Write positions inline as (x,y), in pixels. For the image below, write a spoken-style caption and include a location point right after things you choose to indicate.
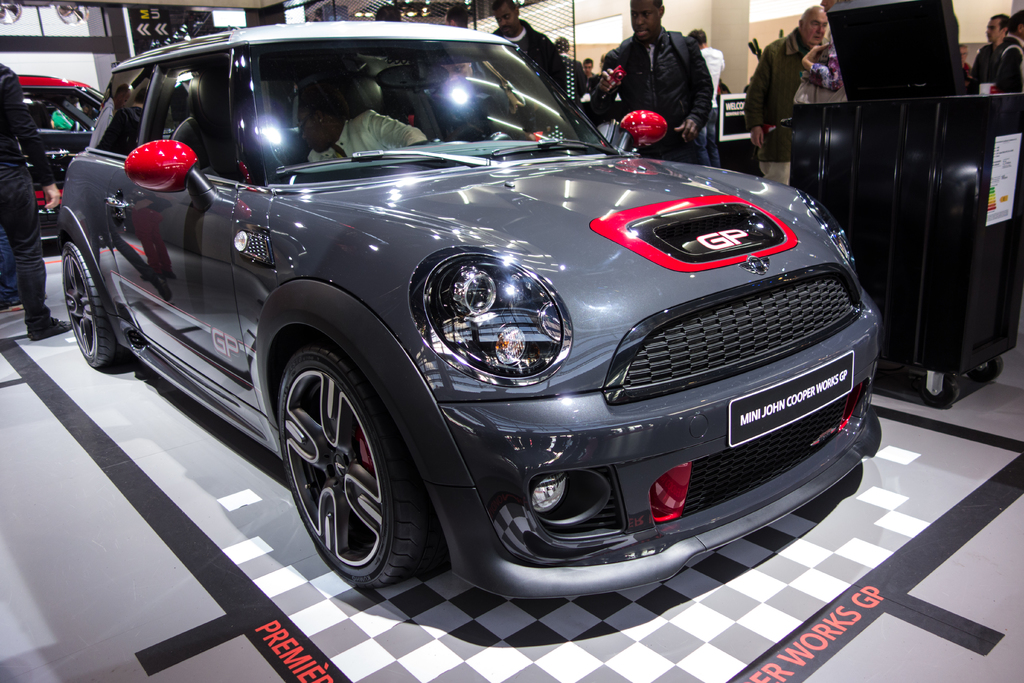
In the center (513,453) we can see one person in the car (778,194). In the background (904,65) there is a wall (702,21), sign board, pillar (124,35), table (961,134), monitor (914,76), vehicles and few persons (792,83) were standing.
